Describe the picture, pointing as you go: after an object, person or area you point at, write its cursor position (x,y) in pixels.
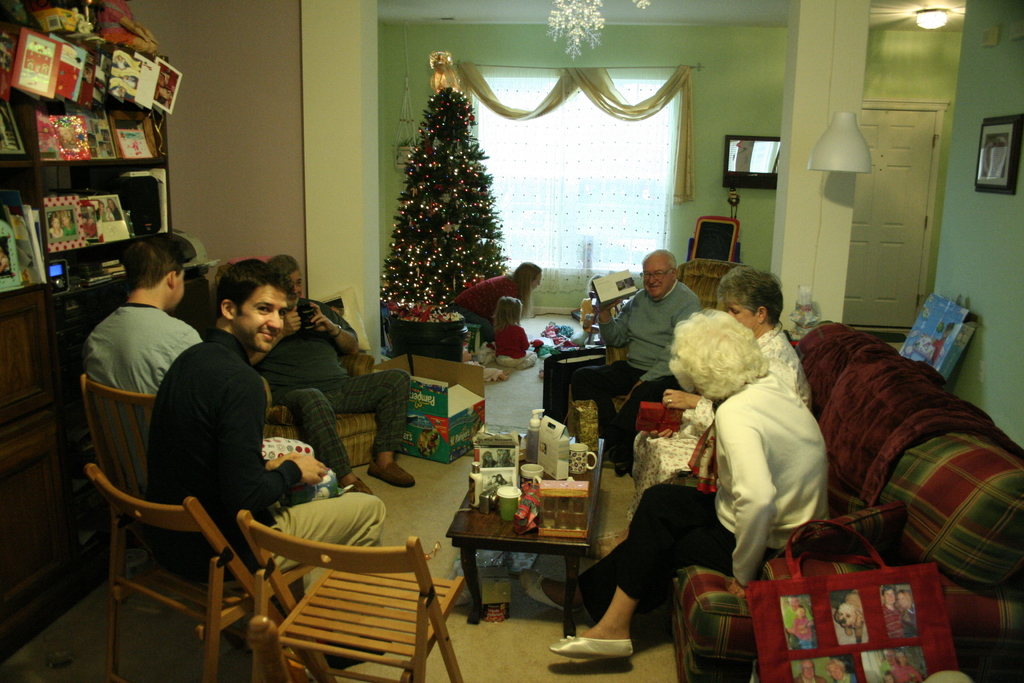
In this image i can see a group of people (303,472) are sitting on a chair (120,432) in front of a table (499,546). On the table (593,512) i can see there are few objects (521,489) on it. I can also see there is a Christmas tree (436,200) and a window (591,182) with a curtain (607,111).
